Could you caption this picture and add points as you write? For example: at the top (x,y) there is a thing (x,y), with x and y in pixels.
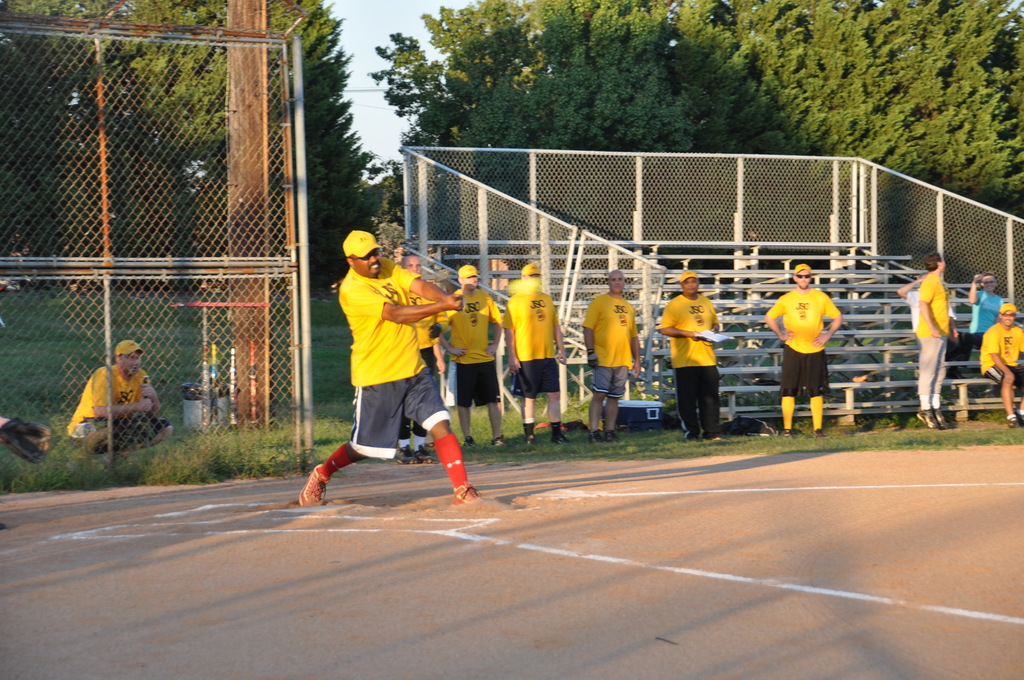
In this picture there are some players (535,277) wearing a yellow color t-shirt (460,359) and black short (492,368), standing in the ground (336,301). In the front (396,397) there is man (375,354) wearing yellow t-shirt (391,364) is playing in the ground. In the background (237,213) we can see a grill fencing (298,292) and some trees (514,67).
